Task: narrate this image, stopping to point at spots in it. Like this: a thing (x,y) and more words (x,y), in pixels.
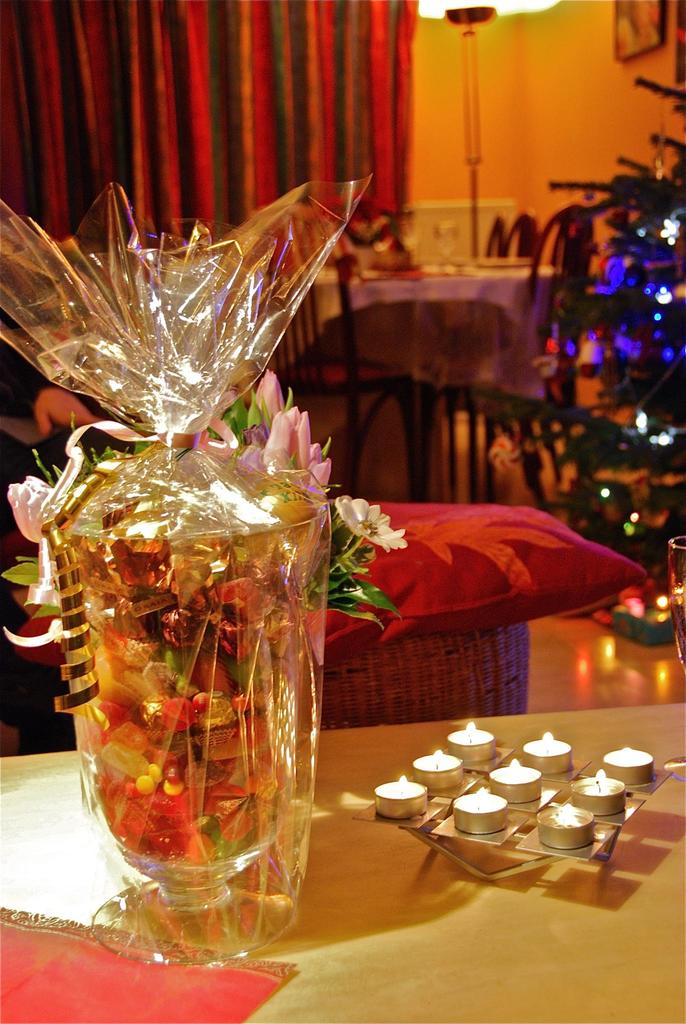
Here we can see a glass material (208,854) which is bounded with candies (180,648) inside and covered with plastic cover (143,416). This is placed on a wooden table (515,945). In the background (472,381) we can see dining table (440,315) with chairs (358,371) and a curtain (278,128).
